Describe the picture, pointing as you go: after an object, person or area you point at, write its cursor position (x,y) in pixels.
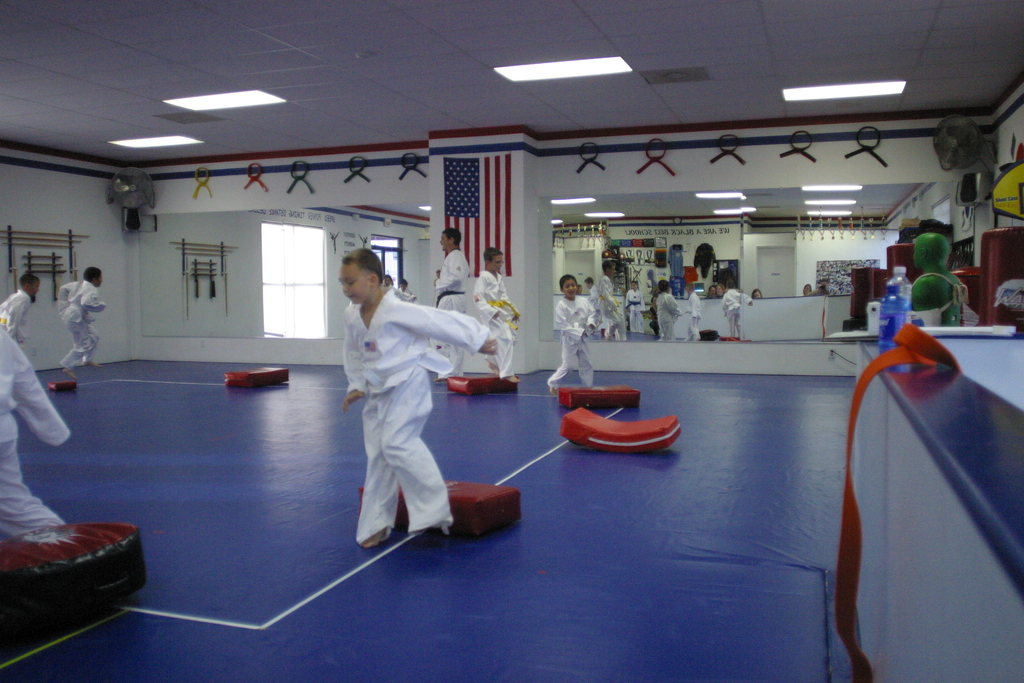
In this picture I can see few people (441,304) who are wearing same color dress (485,323) and I can see the red color things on the blue color floor (494,454). On the right side of this image (1013,277) I can see a orange belt (867,383), 2 bottles (883,331) and few other things (908,248). In the background (912,164) I can see the wall (431,246) and I can see a mirror (687,288), where I can see the reflection (712,262) of few people (663,320) and other things (701,247). On the top of this image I can see the lights (245,103) on the ceiling (348,55).
